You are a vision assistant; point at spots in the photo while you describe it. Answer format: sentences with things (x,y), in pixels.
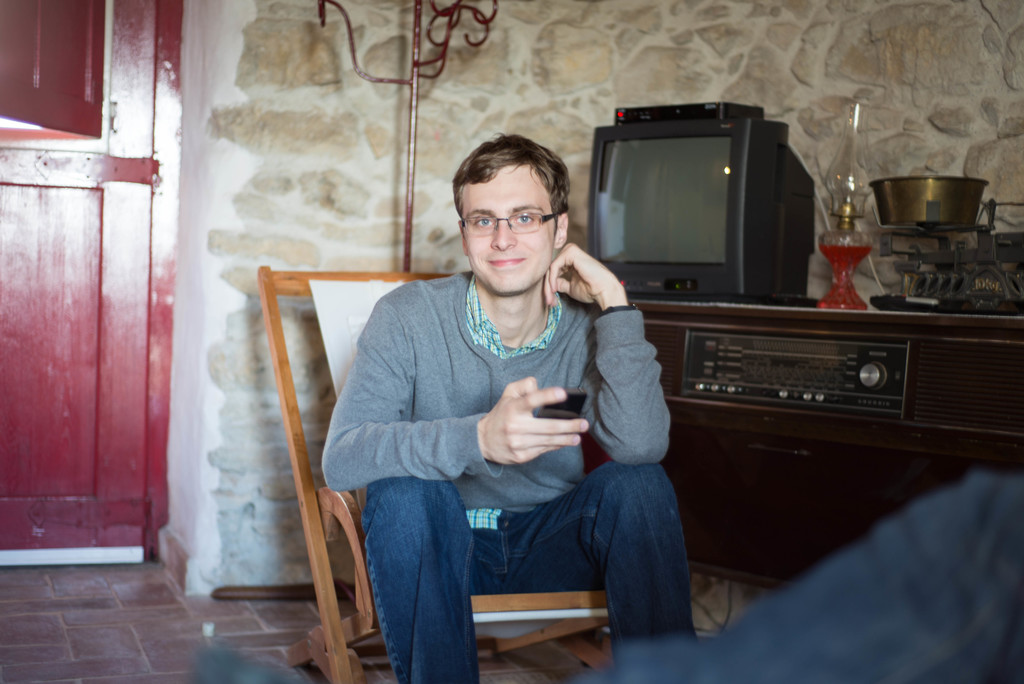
In the middle of the image (569,376), a person (475,413) is sitting on the chair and holding a mobile (562,408) in his hand (562,397) and having a smile on his face (517,252). In the left (123,371), a door (105,366) is visible of red wine in color. The background wall (287,205) is of stone (774,35). On the right middle (1001,243) a wooden cabinet (735,312) is visible on which TV (685,294), weighing machine (926,254) and a lamp (863,249) is there. This image is taken inside a house (160,631).
